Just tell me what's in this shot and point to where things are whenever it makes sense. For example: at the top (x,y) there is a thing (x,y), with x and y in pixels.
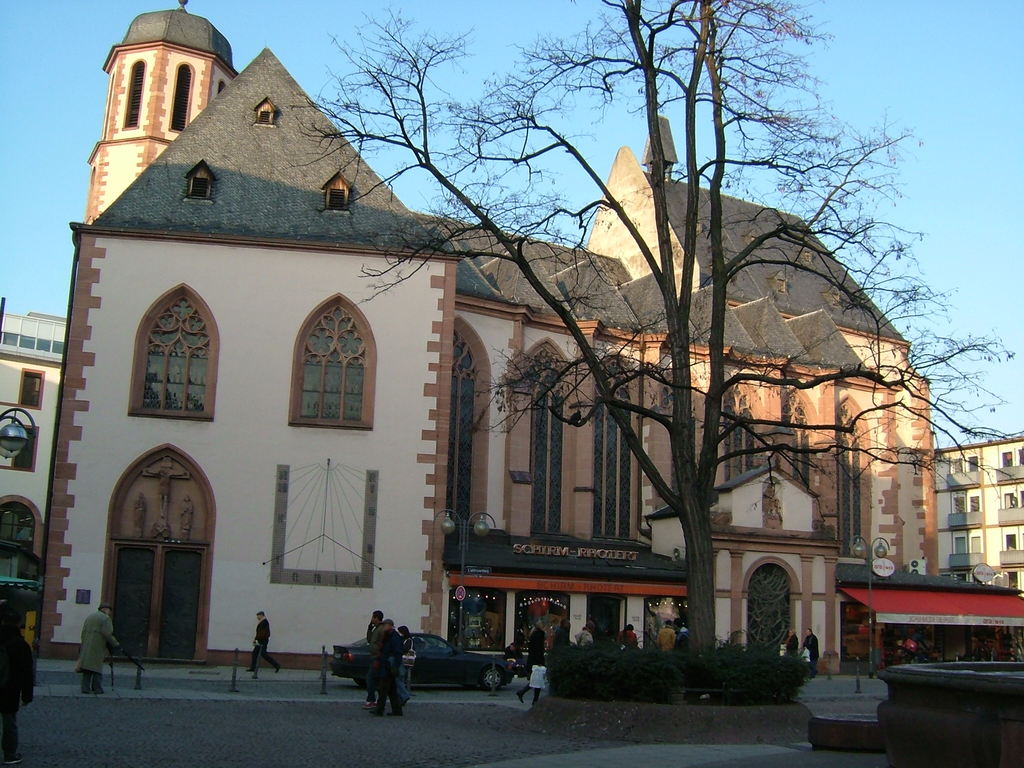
In this image I can see few roads (371,720) in the front (303,702) and on it I can see number of people (7,625) and a car (449,673). I can also see plants (668,678) and a tree (576,363) in the front (640,442). In the background (759,475) I can see few buildings (502,459), two poles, few lights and the sky (547,30). I can also see a black colour thing (899,716) on the bottom right side of this image (920,663).
